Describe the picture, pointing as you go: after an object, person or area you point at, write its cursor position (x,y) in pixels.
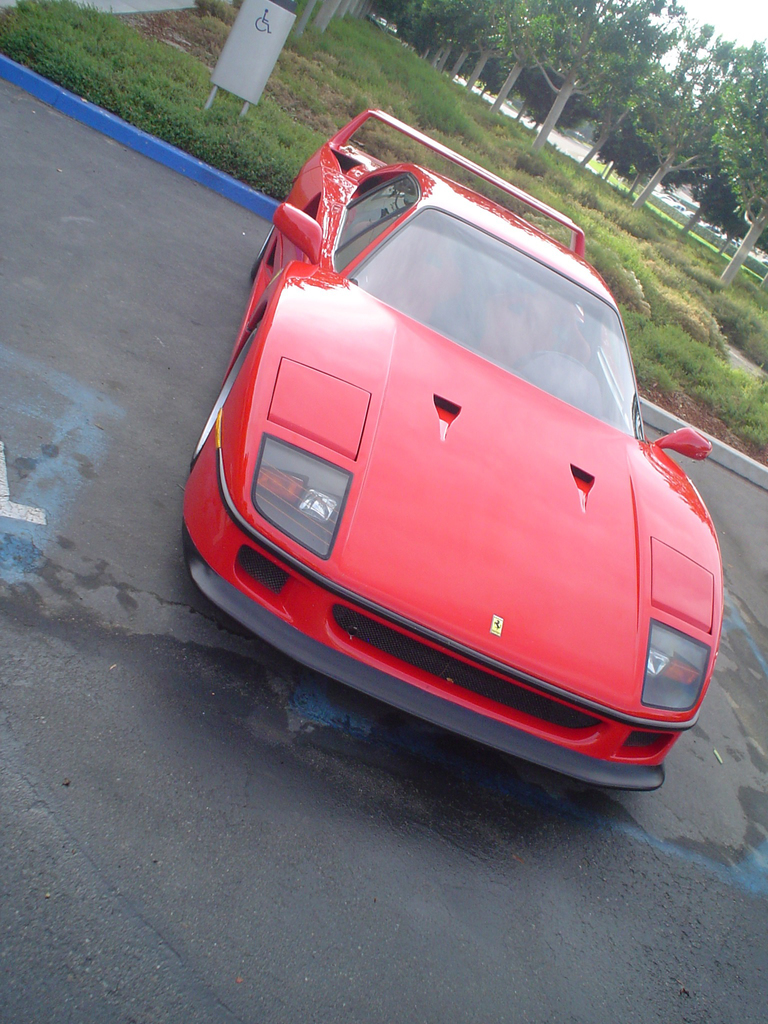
In this image in the center (412,602) there is a car (457,368) and at the bottom (223,889) there is a road (536,779), and in the background (462,44) there are trees (395,20), grass (427,131) and some objects (230,52).
